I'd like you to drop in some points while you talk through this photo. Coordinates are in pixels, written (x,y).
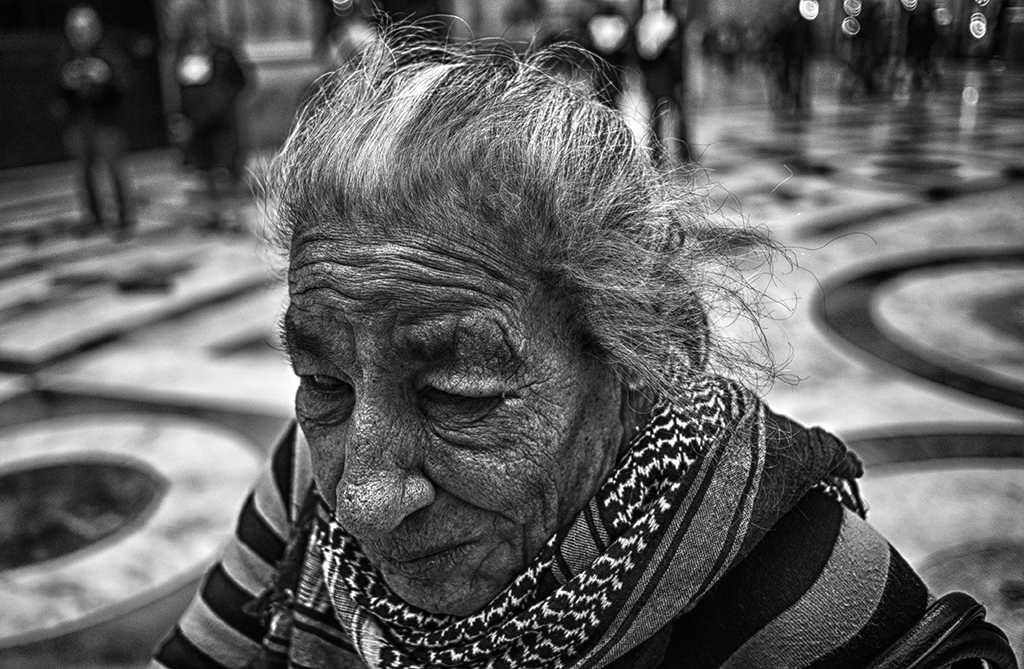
In the image we can see there is an old woman (514,234) and she is wearing scarf (686,568) around her neck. Behind there are people (109,111) standing and the background (11,218) is blurred.
